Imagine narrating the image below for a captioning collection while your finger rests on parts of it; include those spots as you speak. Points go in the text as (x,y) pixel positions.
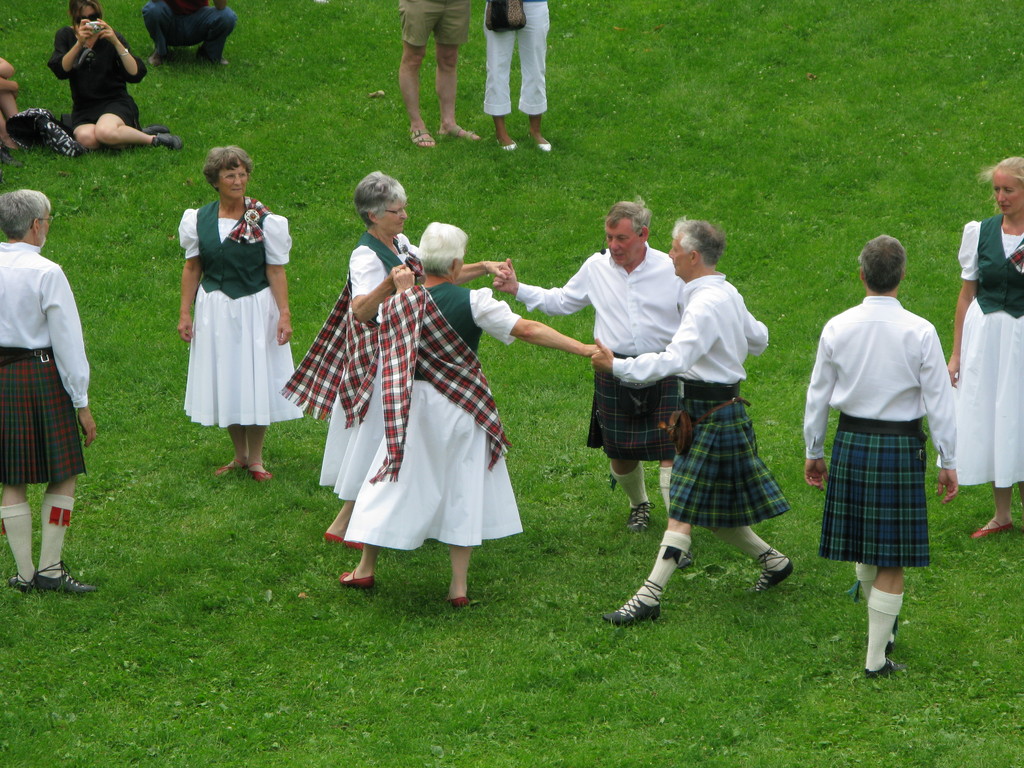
In this image I can see grass ground (671,232) and on it I can see number of people (37,396) where few are sitting and rest all are standing. I can also see most of them are wearing white colour dress (422,518) and over there I can see one of them is holding an object (88,26).
